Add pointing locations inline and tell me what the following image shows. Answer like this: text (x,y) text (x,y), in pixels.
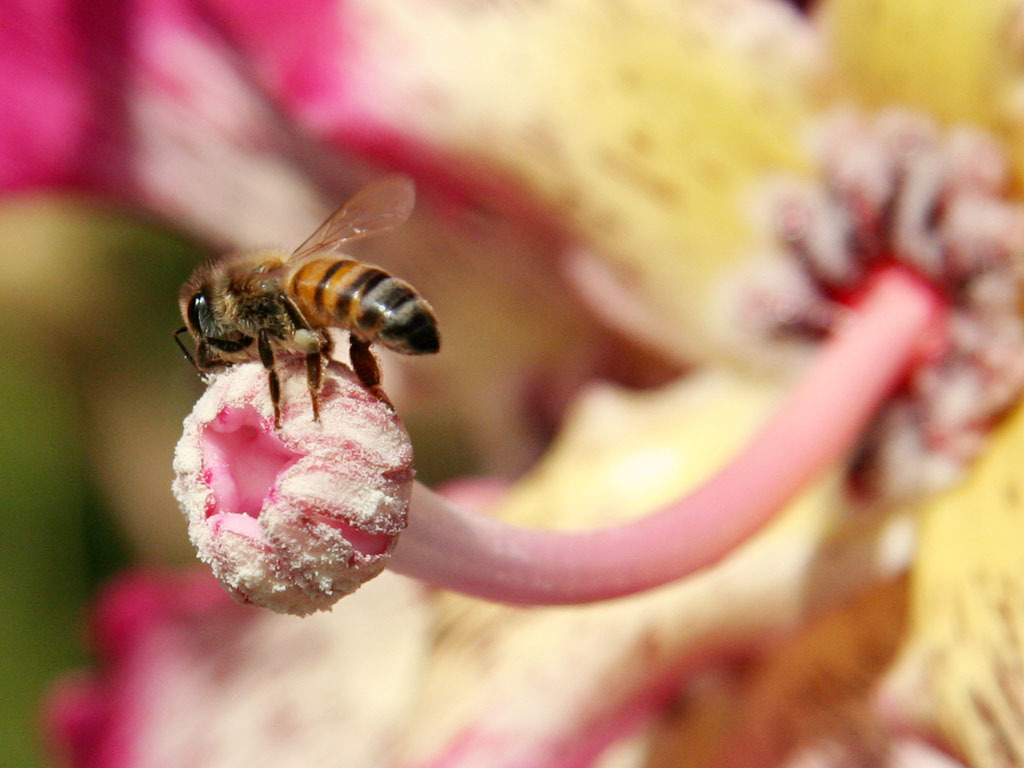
In this image we can see the insect (370,319) and also the flower (817,336). The background (49,545) is blurred.
